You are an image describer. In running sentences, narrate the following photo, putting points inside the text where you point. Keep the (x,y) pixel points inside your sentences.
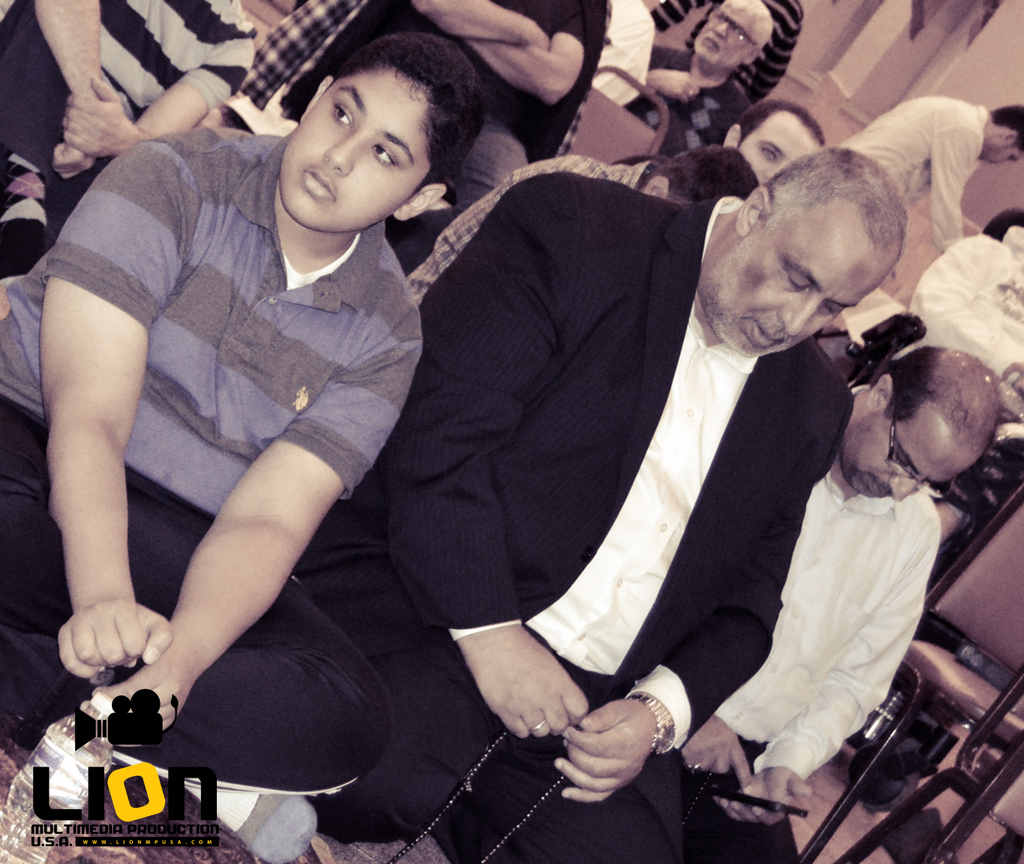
In this image we can see people (519,505) sitting. The man (507,812) sitting in the center (658,290) is holding a chain (530,808). At the bottom (11,841) there is a bottle (65,727) and we can see chairs (955,612). In the background (878,77) there is a wall (863,75).
